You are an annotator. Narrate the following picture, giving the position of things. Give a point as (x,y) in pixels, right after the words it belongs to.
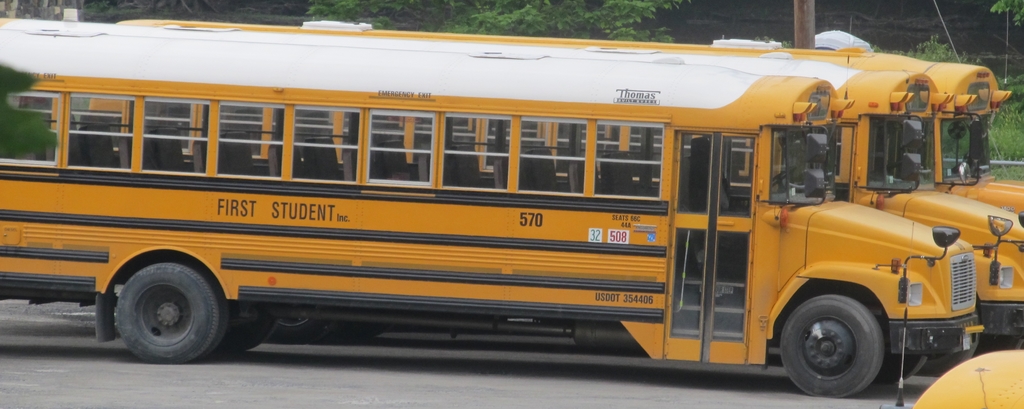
In the center of the image (590,271) there are buses (910,193) on the road (125,384). In the background of the image (633,25) there are trees (560,15). There is a pole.
